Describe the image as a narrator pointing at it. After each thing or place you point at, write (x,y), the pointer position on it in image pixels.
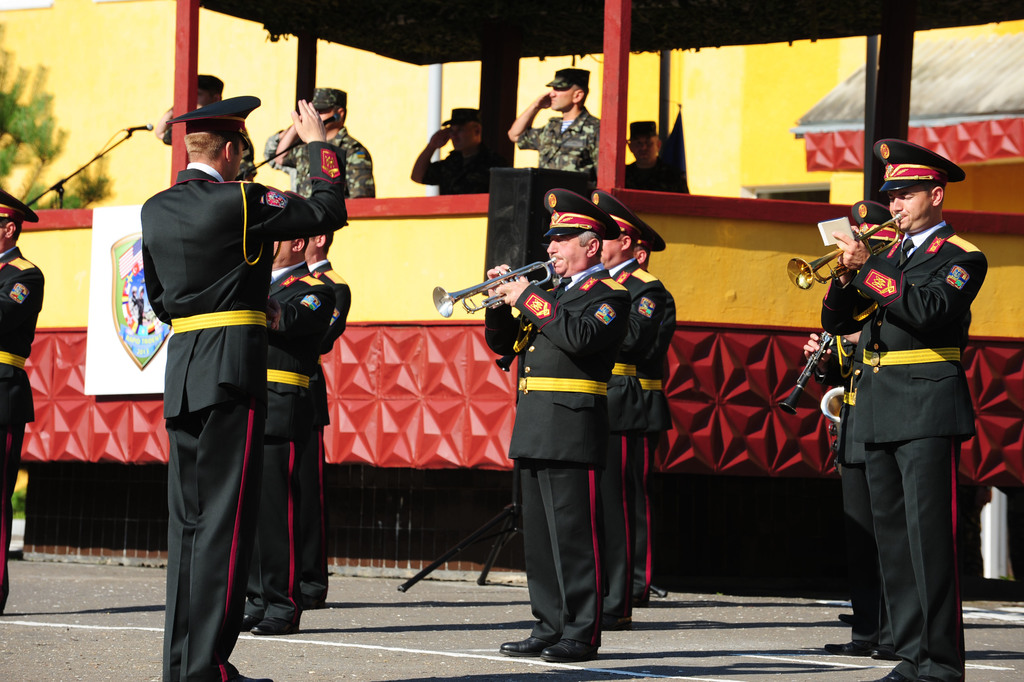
In this image, there are a few people (957,393). We can see the shed (682,11) with poles (605,182) and the wall (459,215) with a board (130,286). We can see a microphone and a stand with an object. We can see the ground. We can also see an object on the right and a tree (93,183) on the left (105,186).
